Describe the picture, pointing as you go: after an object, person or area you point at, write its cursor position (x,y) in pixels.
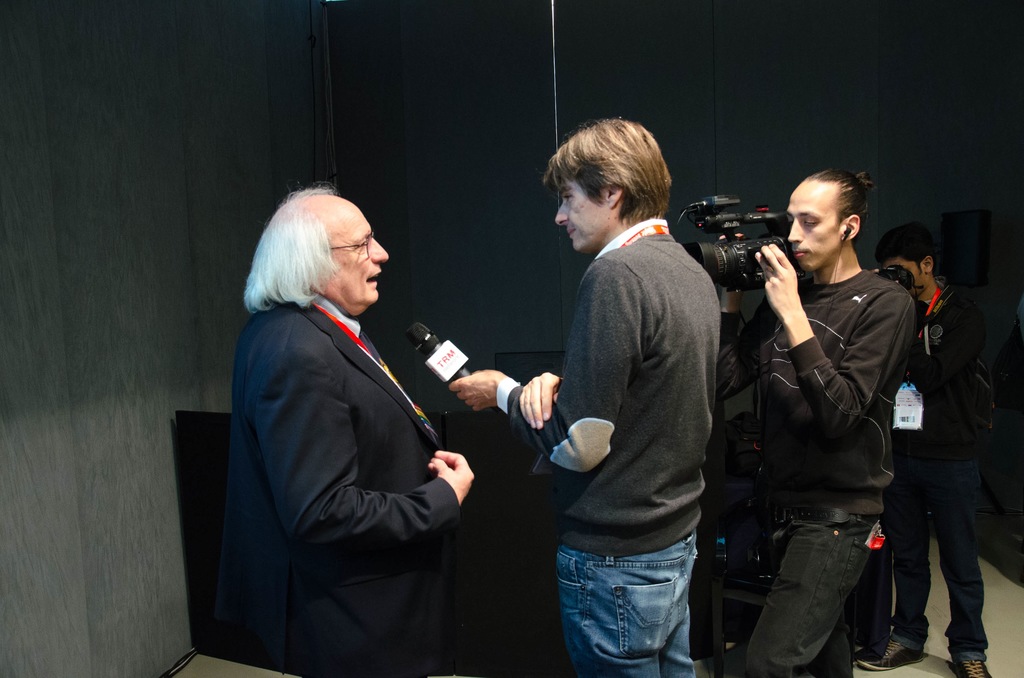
In this image there are four people (799,387), person (323,480) with black suit (334,498) is talking and person (651,335) with blue jeans (646,629) is holding the microphone (446,349), the other two persons (850,339) are holding the camera (775,243).
